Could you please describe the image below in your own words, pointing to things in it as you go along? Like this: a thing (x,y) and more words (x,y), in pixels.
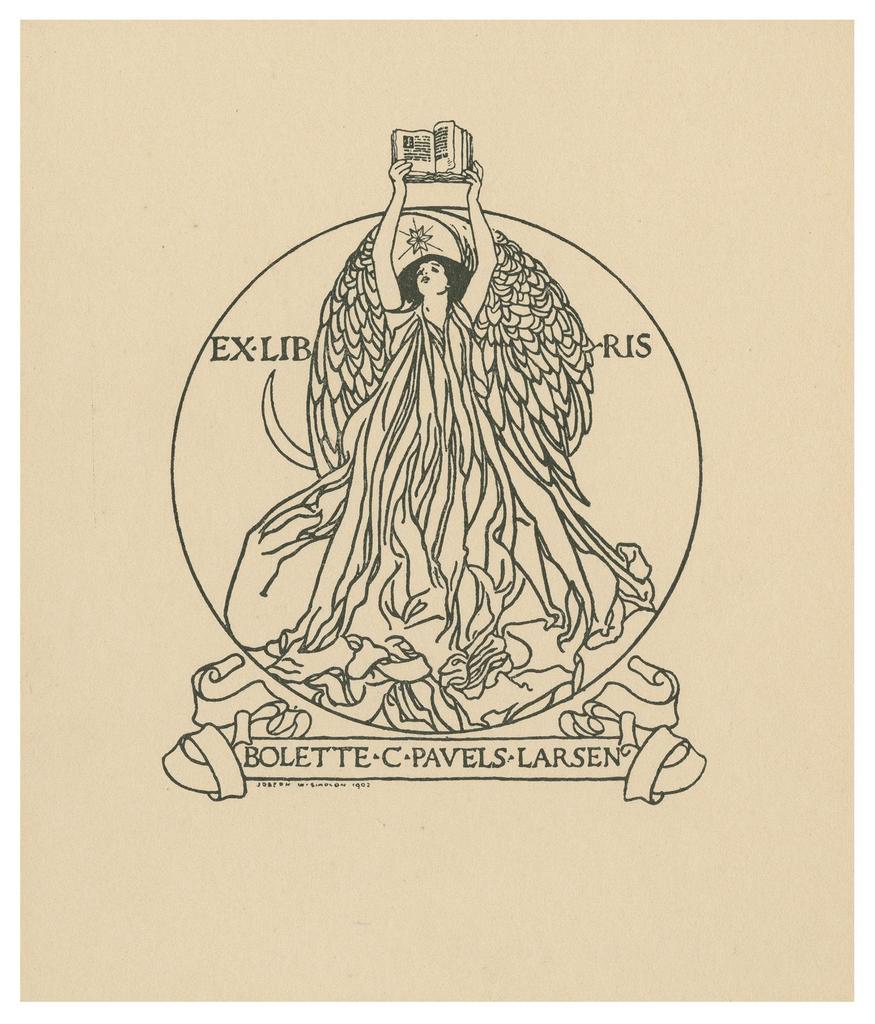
It is a poster. In this image there is a depiction of a person (468,443) holding the book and there is some text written on the image.
